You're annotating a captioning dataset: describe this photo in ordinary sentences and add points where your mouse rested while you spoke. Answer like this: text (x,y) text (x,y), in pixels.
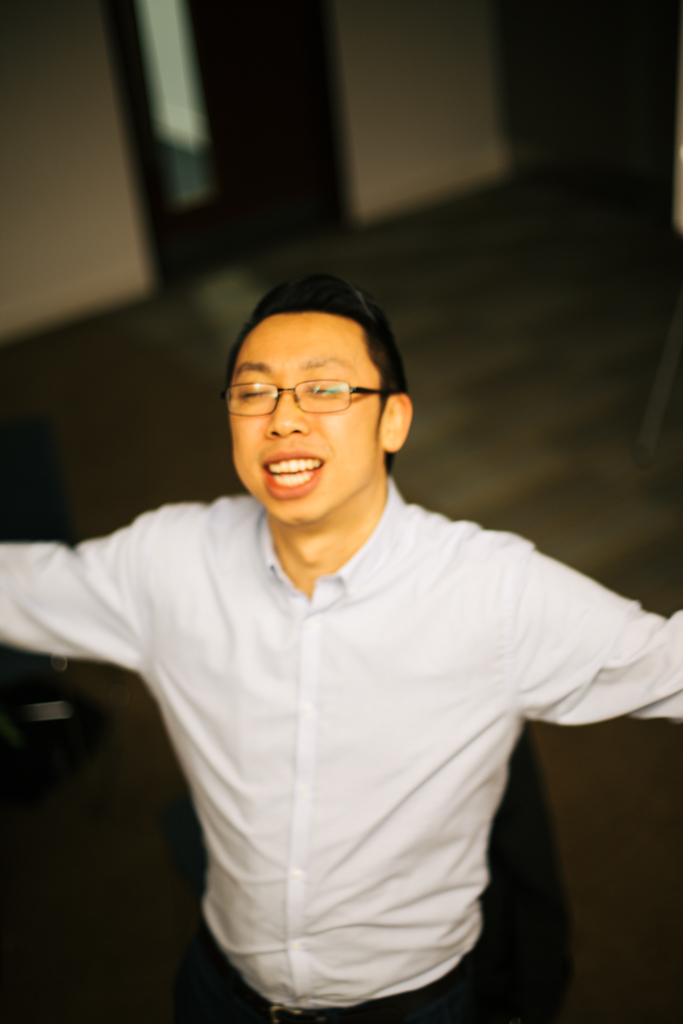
As we can see in the image in the front (236,839) there is a man (257,552) wearing white color shirt (365,899) and spectacles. In the background (377,169) there is a wall (374,159).
